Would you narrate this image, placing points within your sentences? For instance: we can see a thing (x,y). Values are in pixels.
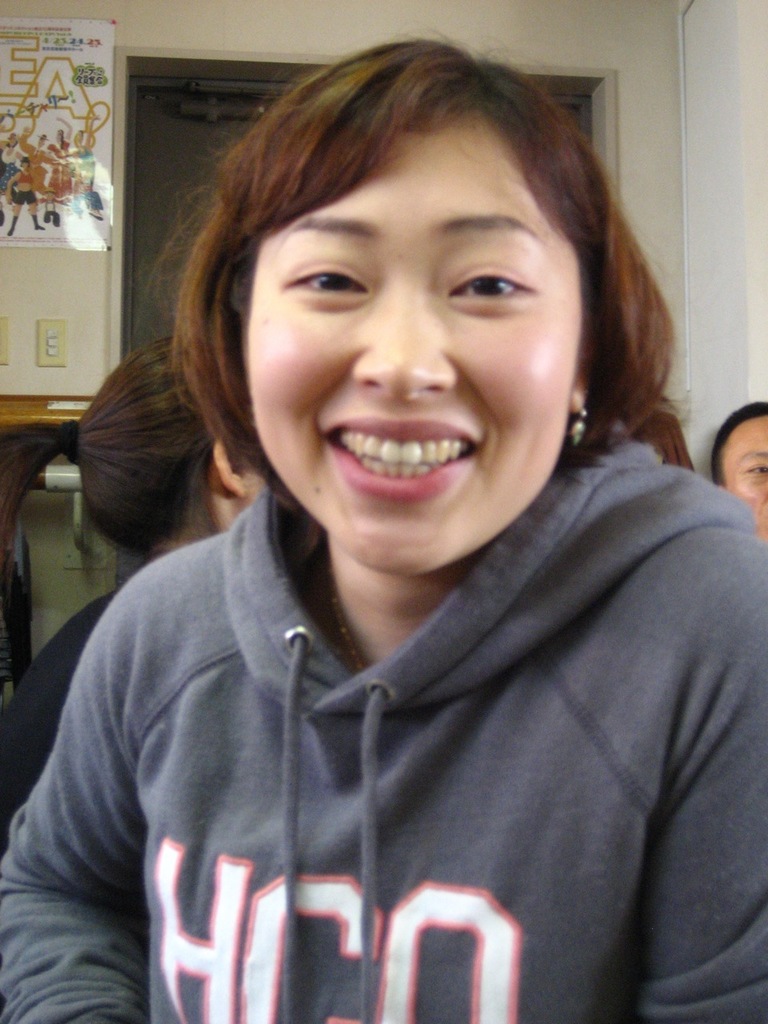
The picture is taken in a room (633,43). In the foreground of the picture (586,698) there is a woman (325,766) wearing hoodie (325,766). Behind her there is woman (161,537) sitting. On the right (747,447) there is a person (755,442). In the background (180,111) there is door (193,135). On the left (66,199) there is a poster (46,240) to the wall (67,359).
